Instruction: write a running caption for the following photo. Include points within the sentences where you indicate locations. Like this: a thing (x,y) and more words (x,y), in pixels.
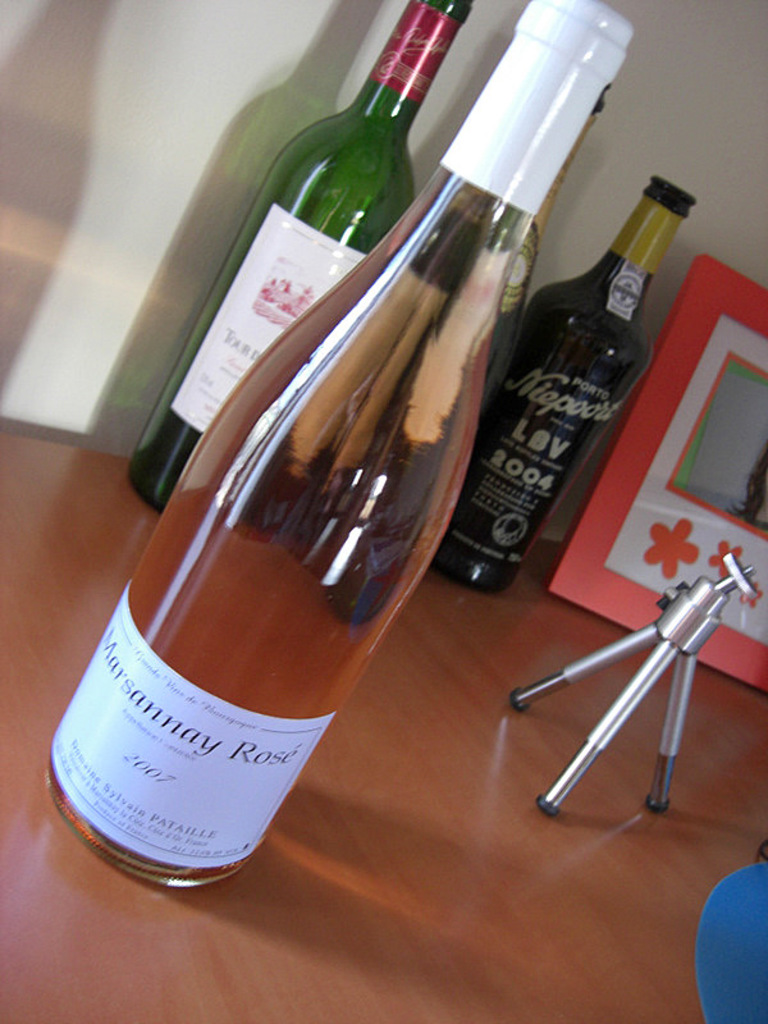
In this picture we can see four bottles (613,337) with different colors and stickers (266,302) to it and aside to this we have frame (641,548), stand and this all are placed on wooden table (79,924).
